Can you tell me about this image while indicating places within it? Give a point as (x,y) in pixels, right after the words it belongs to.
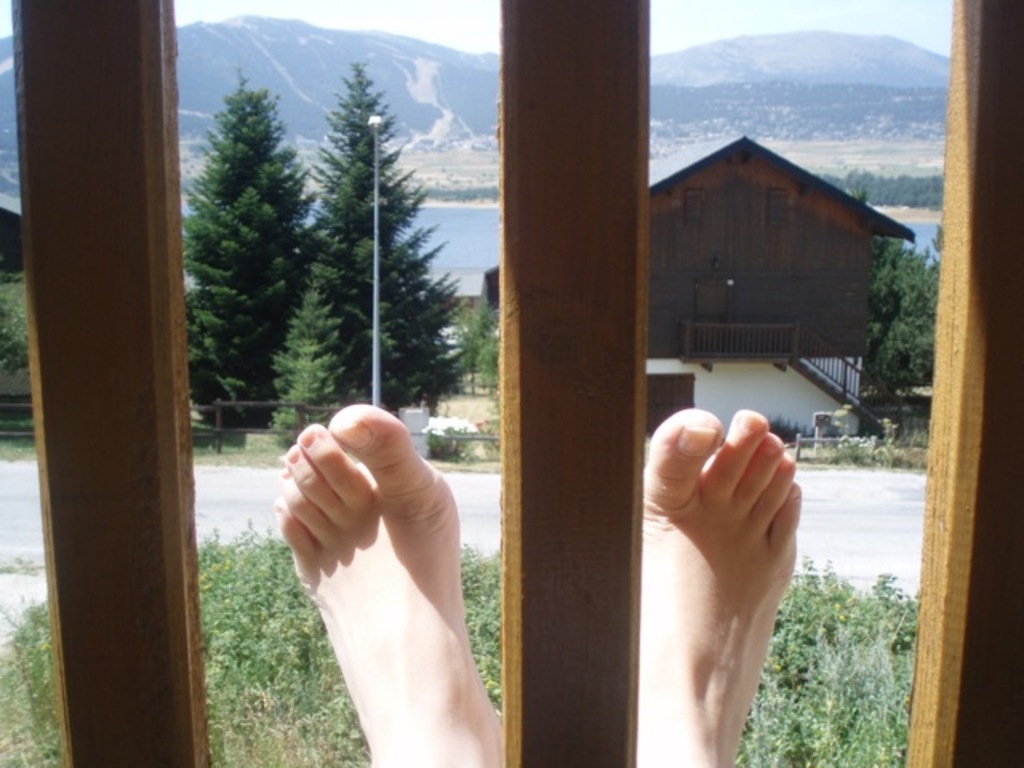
In the foreground of this picture (340,634) we can see the legs (356,590) of a person (694,586) and some wooden objects (527,576) and we can see the plants (821,652). In the background (808,89) we can see the sky (767,12), hills (303,71), trees (305,250), pole (375,187), railings (478,436), grass (896,460), plants (471,326), a house (684,325) and some other objects (824,417).
